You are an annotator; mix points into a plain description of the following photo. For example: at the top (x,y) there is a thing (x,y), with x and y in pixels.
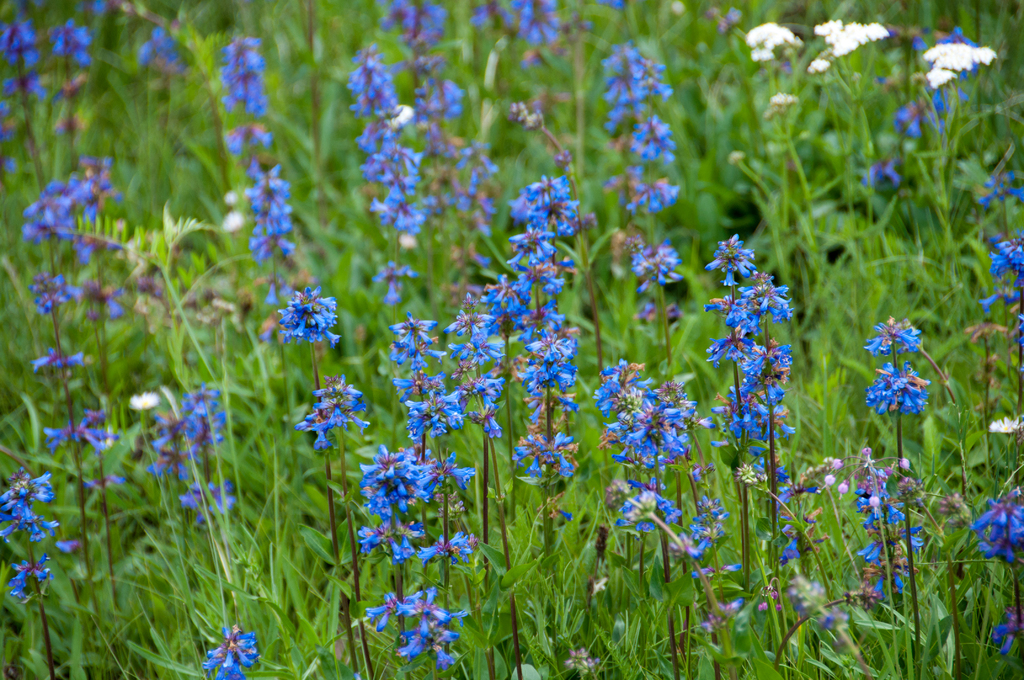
In this picture I can observe blue color flowers (500,350). In the background (605,183) I can observe plants (235,155) on the ground (233,191).
